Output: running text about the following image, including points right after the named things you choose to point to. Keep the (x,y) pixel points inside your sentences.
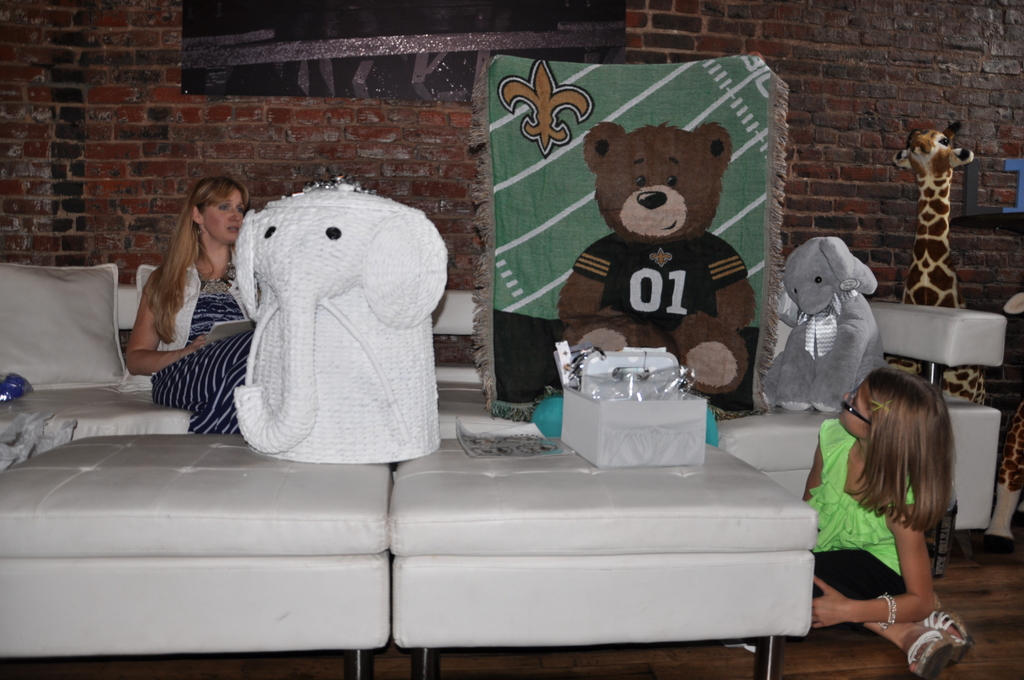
This picture shows a woman (234,386) seated on the sofa (133,406) and we see a girl (820,536) seated on the floor (988,629) and we see a box (670,412) and a soft toys (405,216) and we see a poster (770,160) of teddy bear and a toy of giraffe (1022,453) on the corner of the room (996,173) and we see a brick wall (871,38).
